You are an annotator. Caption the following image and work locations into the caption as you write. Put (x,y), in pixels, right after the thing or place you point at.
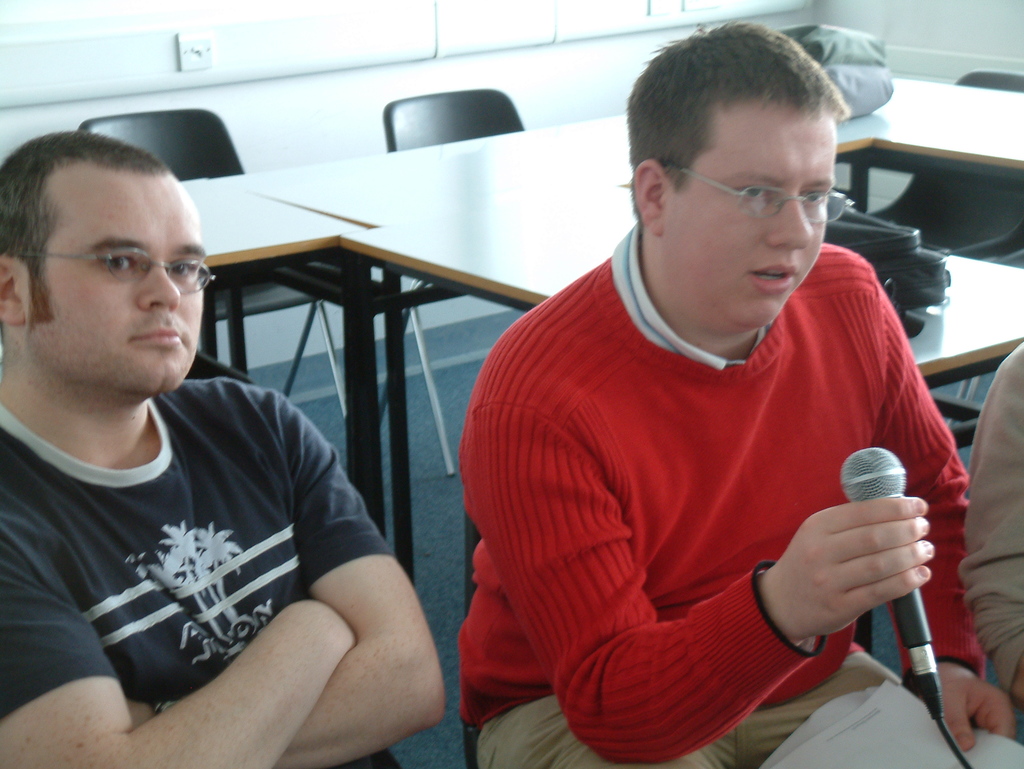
In the image we can see two men (516,536) sitting, wearing clothes (520,558) and spectacles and one man (617,540) is holding a microphone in his hand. There are many chairs (185,121) and tables (954,292), on the table (619,151), we can see the bags (918,277). Here we can see the floor (424,434) and it looks like there is another person (986,439) on the right side of the image (992,457).
